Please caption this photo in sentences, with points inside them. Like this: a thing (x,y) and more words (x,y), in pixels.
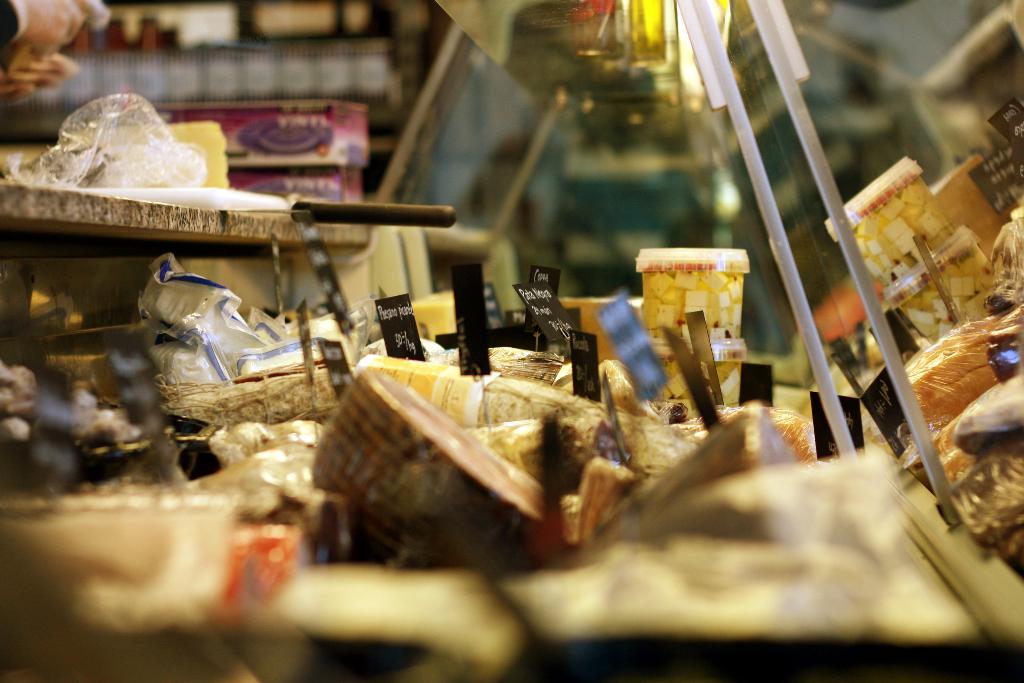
In this image there are many unknown items (421,205) are present from top to bottom and left to right.
